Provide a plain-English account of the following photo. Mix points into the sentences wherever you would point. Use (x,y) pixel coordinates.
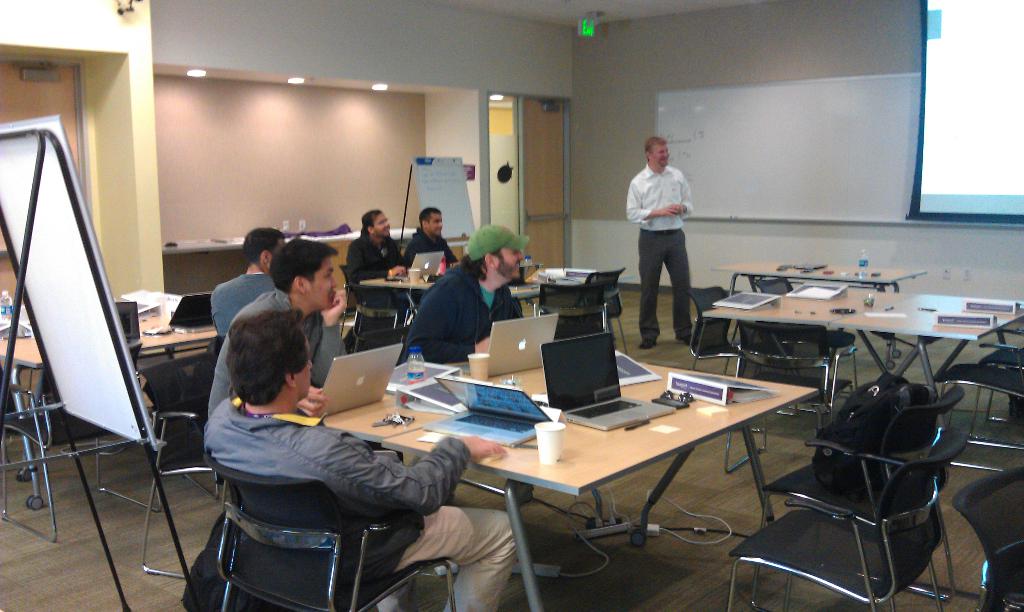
In this image I can see people (435,459) where one man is standing and rest all are sitting on chairs (292,516). I can also see few tables (809,318) and on these tables (773,309) I can see laptops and few more stuffs (967,322). Here I can see a projector's screen (927,105) and a white board (751,137).
